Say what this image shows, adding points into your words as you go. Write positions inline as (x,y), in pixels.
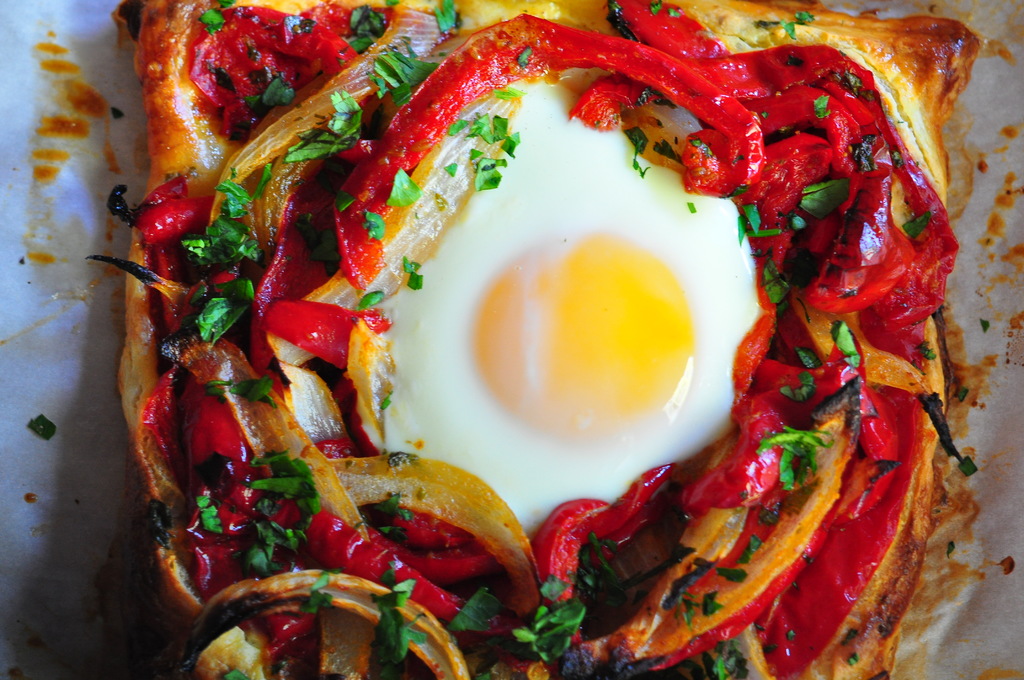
In this picture I can see there is some food (258,623) and it is placed on a thin paper (25,261) and the food (209,316) has onions (650,535), egg white (707,312) and yolk (540,366) and coriander (597,574).
